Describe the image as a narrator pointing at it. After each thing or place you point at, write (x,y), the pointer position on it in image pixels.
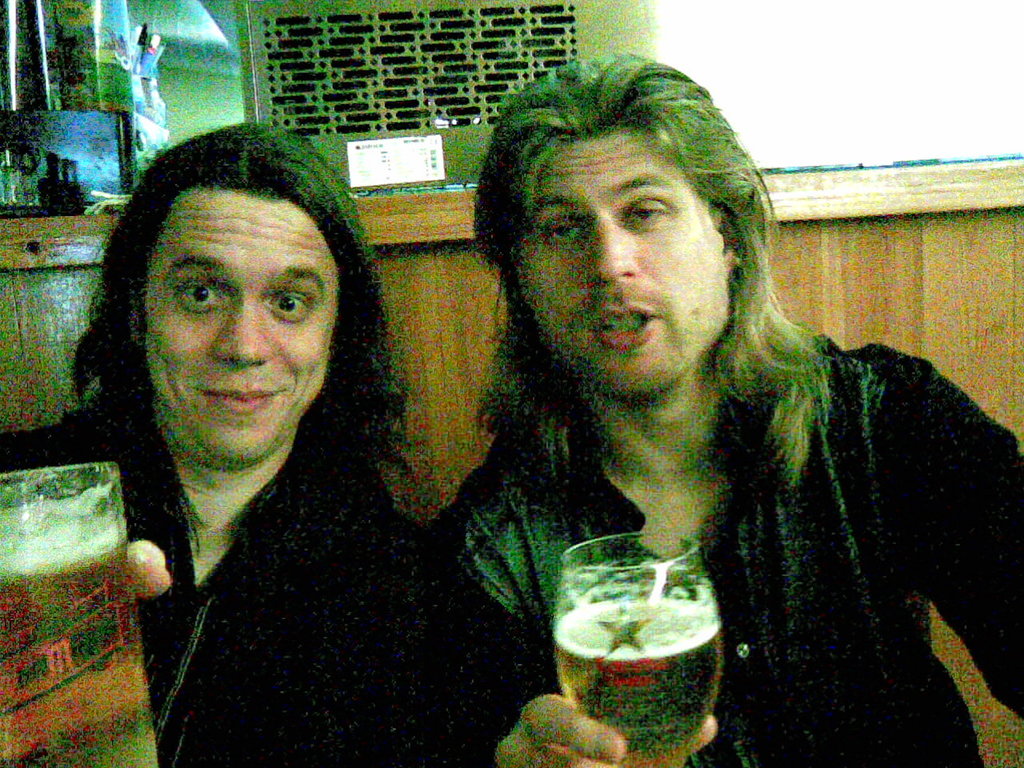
Here we can see a couple of guys (796,661) holding a glass of beer (50,514) in their hand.
